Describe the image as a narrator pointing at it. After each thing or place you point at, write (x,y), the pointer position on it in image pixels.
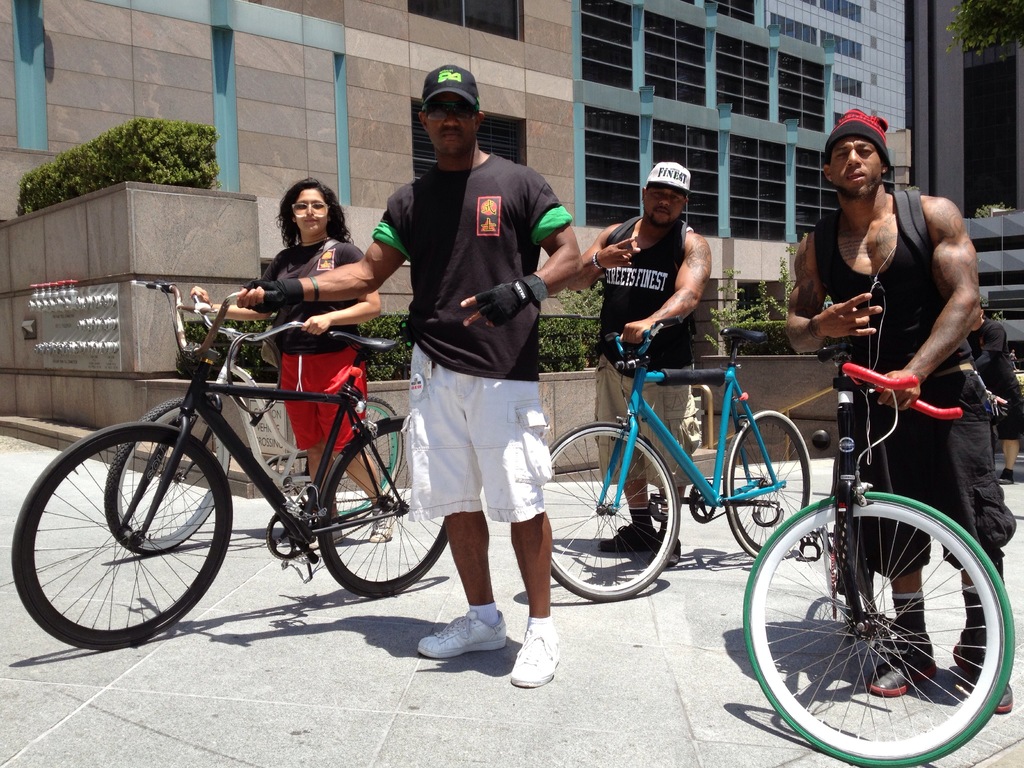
People (431,231) are holding bicycle (655,447) and in back (733,107) there is building (689,76) and plants (575,340) are present.
